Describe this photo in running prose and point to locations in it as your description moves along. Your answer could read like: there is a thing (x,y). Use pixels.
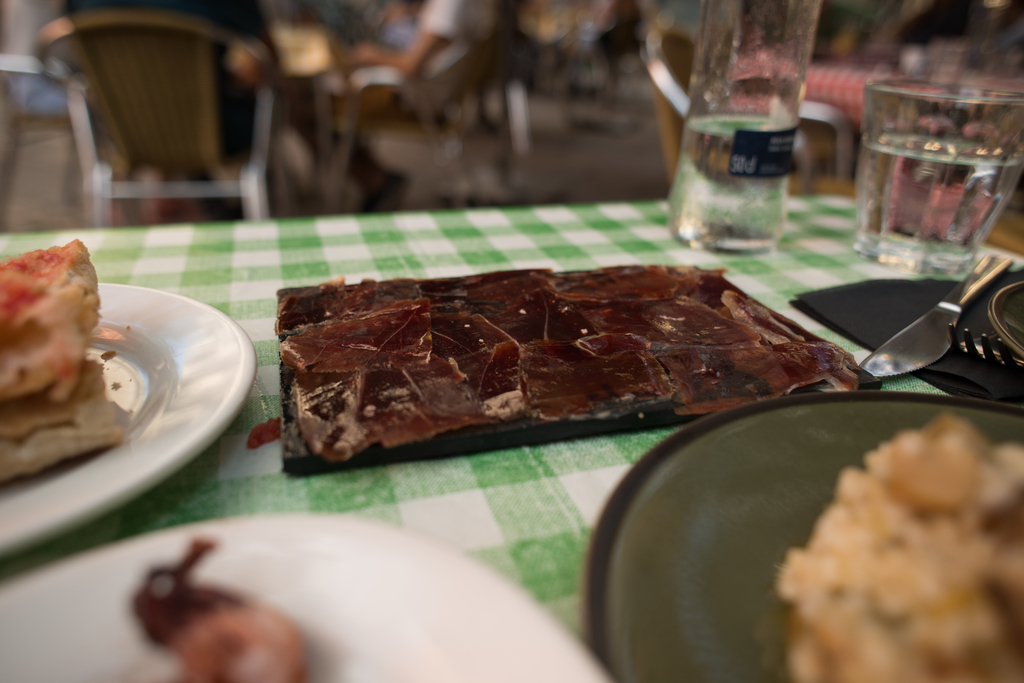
In this picture we can see a table (471,519) and on the table (381,514) there are plates (412,576), a glass (930,190) with water (890,184), bottle (768,202), knife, fork (985,336) and on the plates (195,436) there are some food items (19,341). Behind the table (217,253) there are some people (224,105) sitting on chairs (187,136) and the blurred background (636,18).
